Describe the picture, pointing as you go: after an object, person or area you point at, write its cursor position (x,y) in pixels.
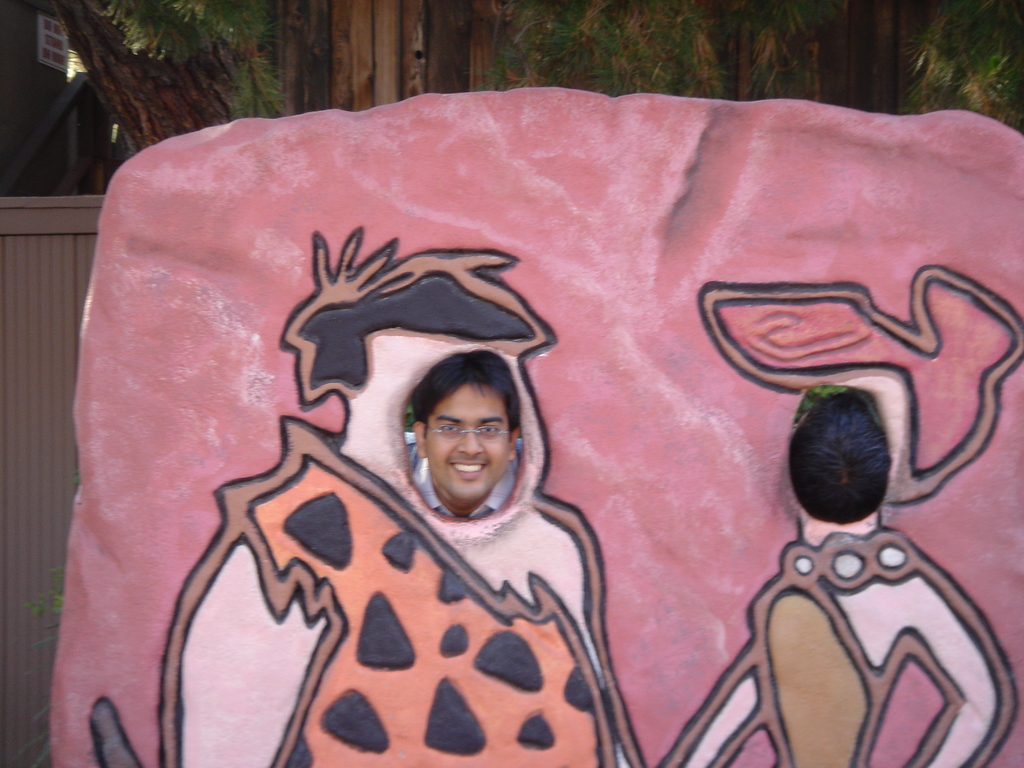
In the center of the image (461,446) we can see persons head (829,436) and face (478,433) through the wall (461,211). In the background (218,69) we can see trees (272,66) and door (70,215).
